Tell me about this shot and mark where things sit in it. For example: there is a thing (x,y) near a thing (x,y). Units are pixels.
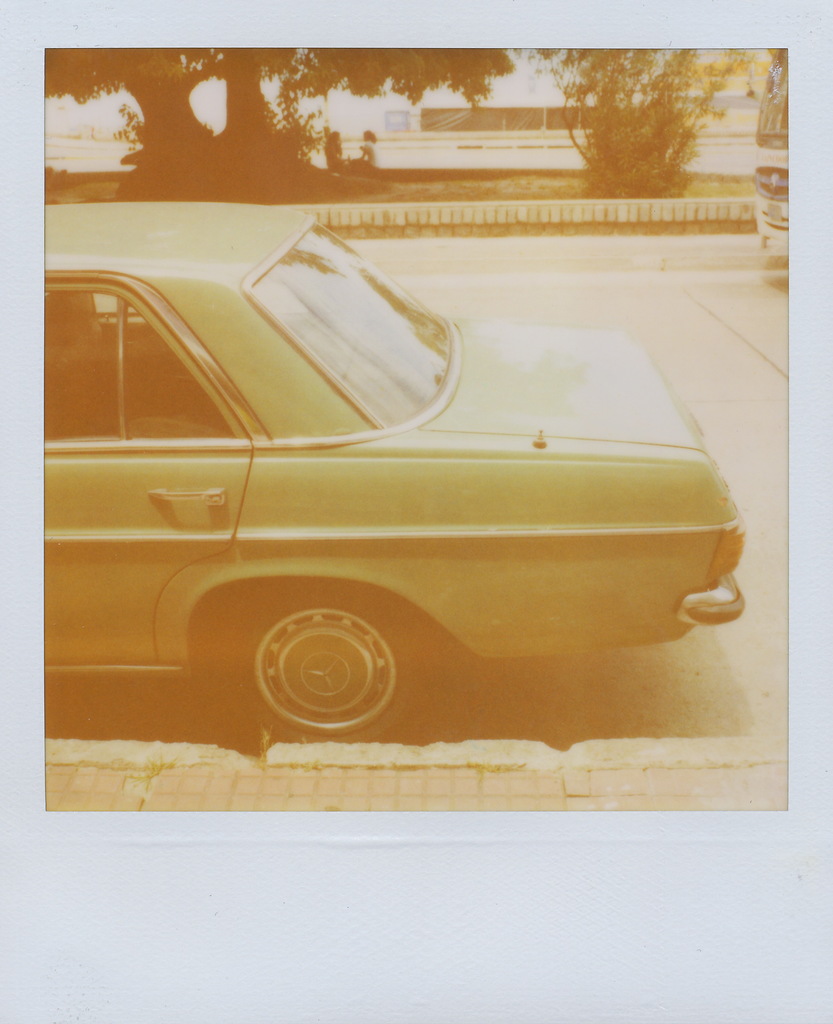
In this image we can see there is a photo (419,748). In the photo (343,693) there is a car (312,491) on the road (443,671). In the background (242,123) there are trees (246,101) and building (397,101).
